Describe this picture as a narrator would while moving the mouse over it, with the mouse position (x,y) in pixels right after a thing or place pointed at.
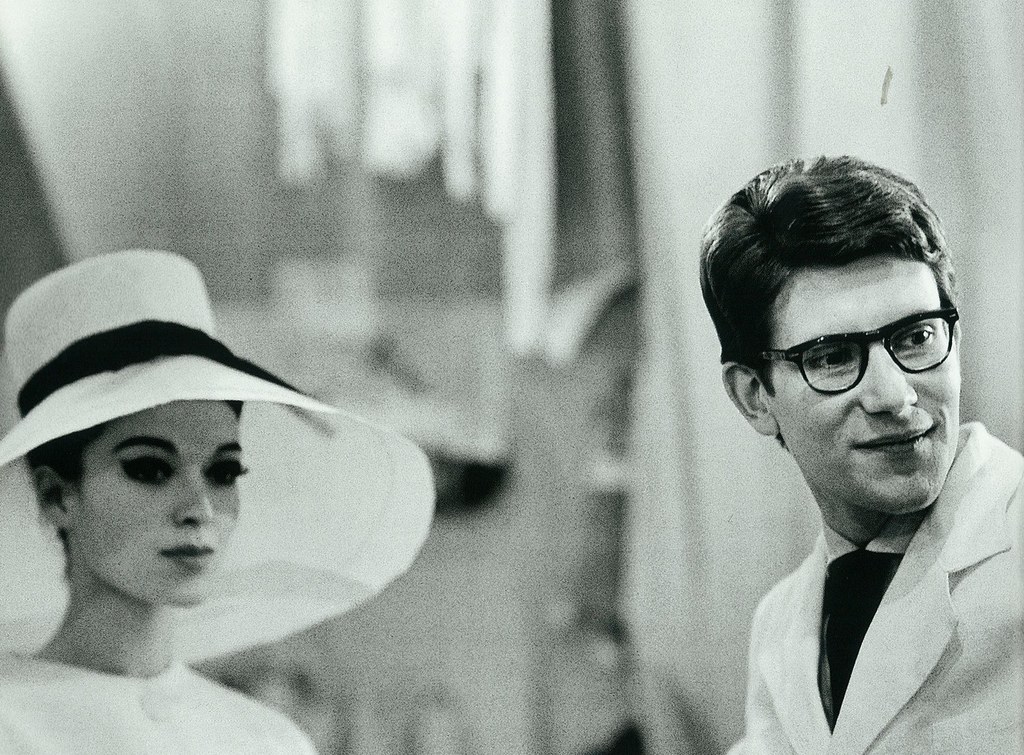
This is a black and white image. In this image we can see a man (812,333) and a woman (245,478).
